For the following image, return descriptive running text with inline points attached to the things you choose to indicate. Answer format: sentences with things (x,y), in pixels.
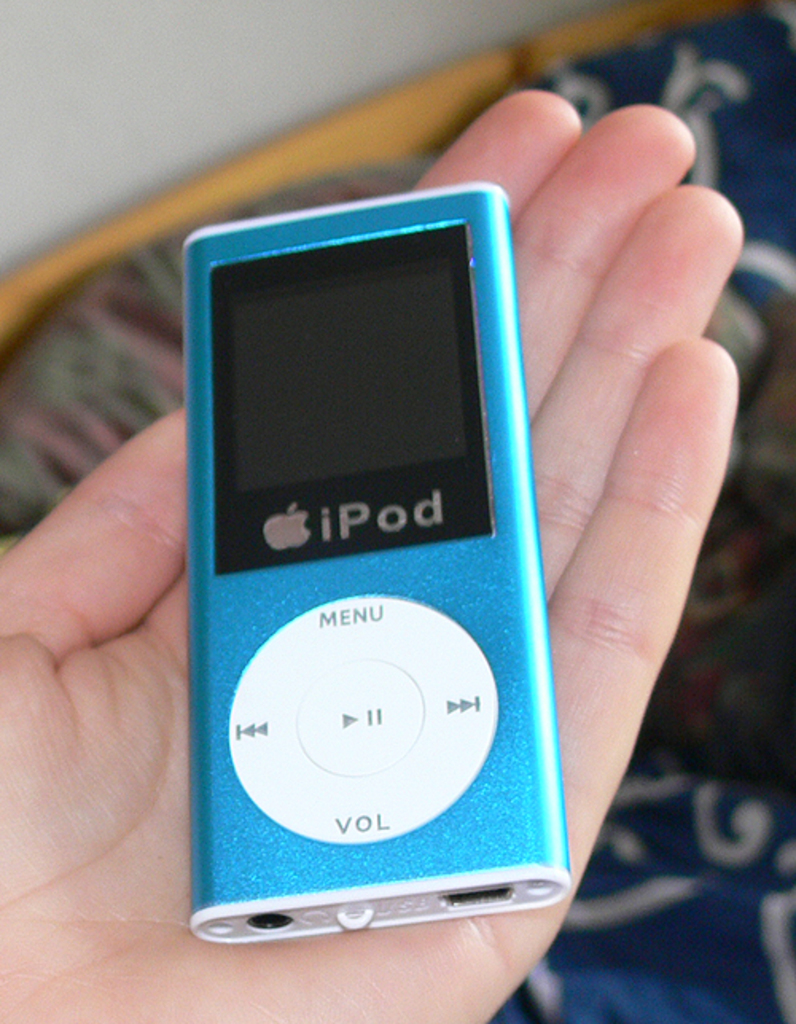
In this picture, we see the hand (146,687) of the person (45,617) holding the iPod (413,629). At the bottom (714,906), we see the bed (678,791) and the bed sheet (614,916) in blue color. At the top (159,101), we see a white wall (259,107).
